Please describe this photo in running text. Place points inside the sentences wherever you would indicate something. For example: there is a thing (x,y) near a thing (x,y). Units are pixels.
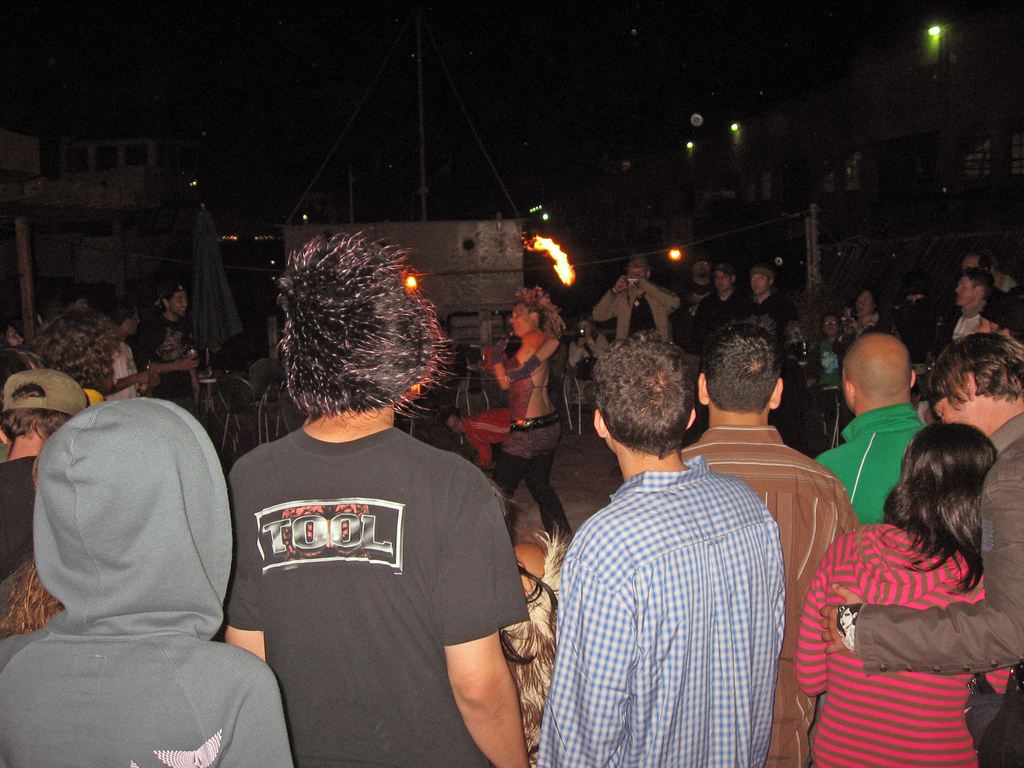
In this image we can see some group of persons (494,536) standing and a person (533,376) holding fire stick (571,277) in the middle (496,385) and in the background of the image (663,203) there are some houses (847,99) and lights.
